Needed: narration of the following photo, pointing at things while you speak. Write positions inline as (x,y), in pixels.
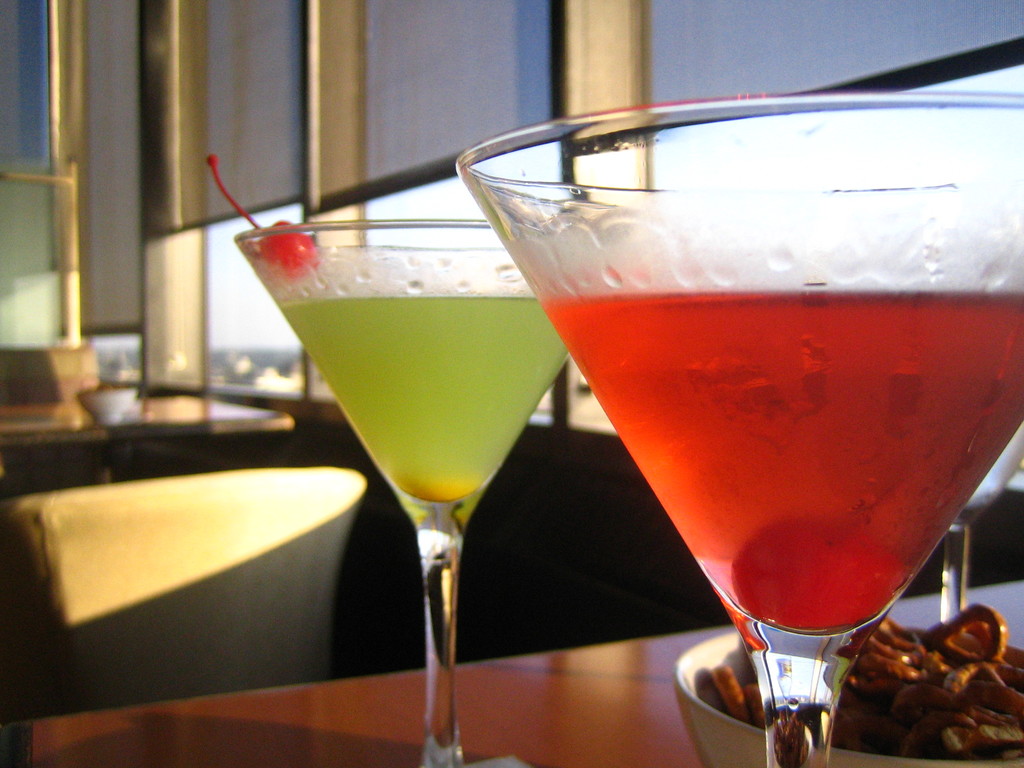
In the image on the wooden table (407,678) there are glasses (795,677) with red and green color liquid (732,423) in it. And also there is a cherry (273,235) to the glass (293,268). There is a white bowl (726,651) with some food item (925,688) in it. In the background (172,434) there is a table (59,420) with bowl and also there is a chair (192,528). And also there are glass walls (250,367).
